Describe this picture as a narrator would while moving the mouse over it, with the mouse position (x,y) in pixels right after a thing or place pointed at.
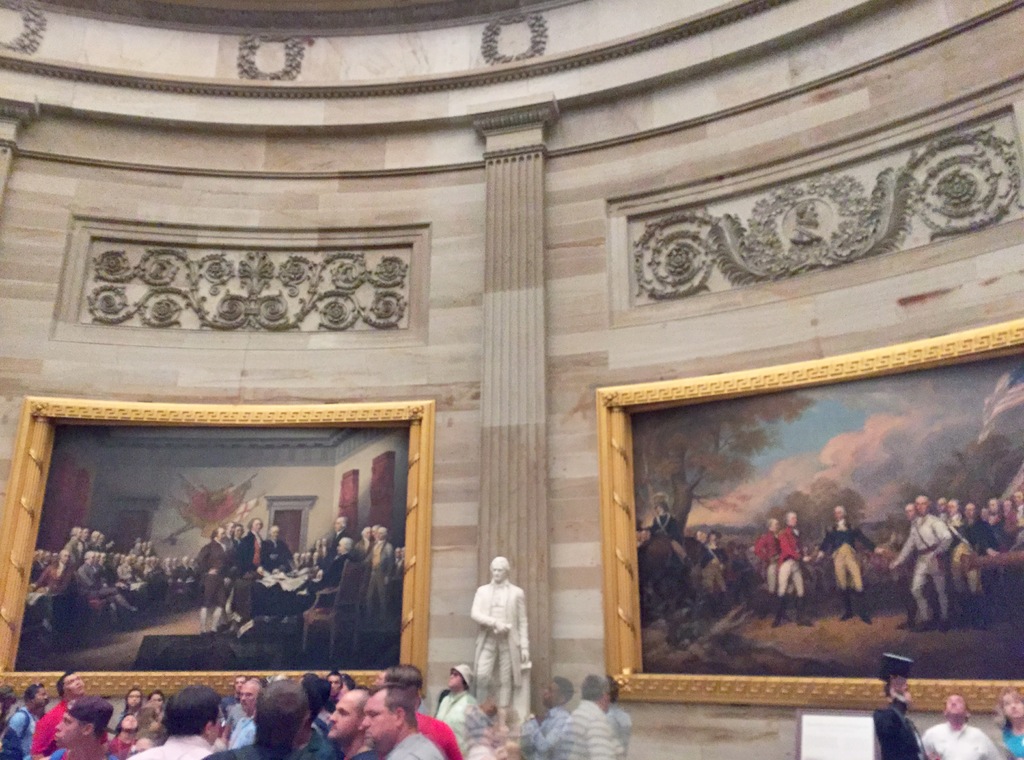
In this picture we can see some sculptures (862,202), some frame (723,545) to the wall (541,624), around we can see some people (417,729).
